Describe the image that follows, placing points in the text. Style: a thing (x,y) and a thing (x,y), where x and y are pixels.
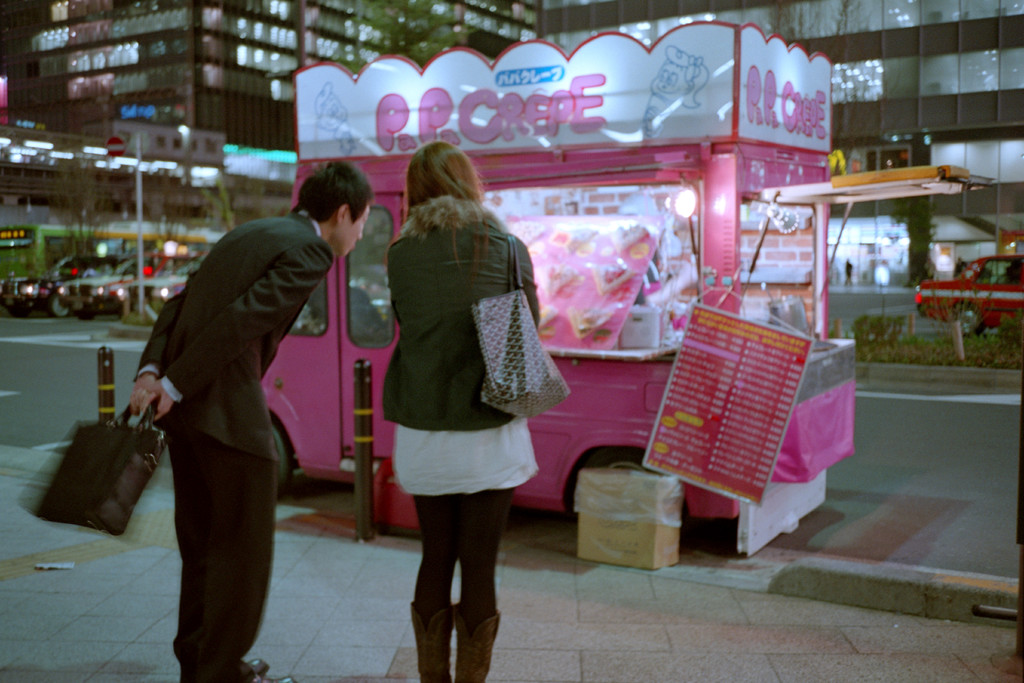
There is a person (306,260) holding a suitcase (158,451) with both hands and standing on the floor (308,650), near a woman (530,288) who is wearing a handbag (502,389). In front of them, there is a pink color vehicle (723,199), which is having a hoarding (730,370), light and other objects (798,509), on the road (906,462). In the background (45,256), there are vehicles (56,239) on the road (950,527), there are buildings (194,122), which are having glass windows (896,18) and there are other objects (945,252).
